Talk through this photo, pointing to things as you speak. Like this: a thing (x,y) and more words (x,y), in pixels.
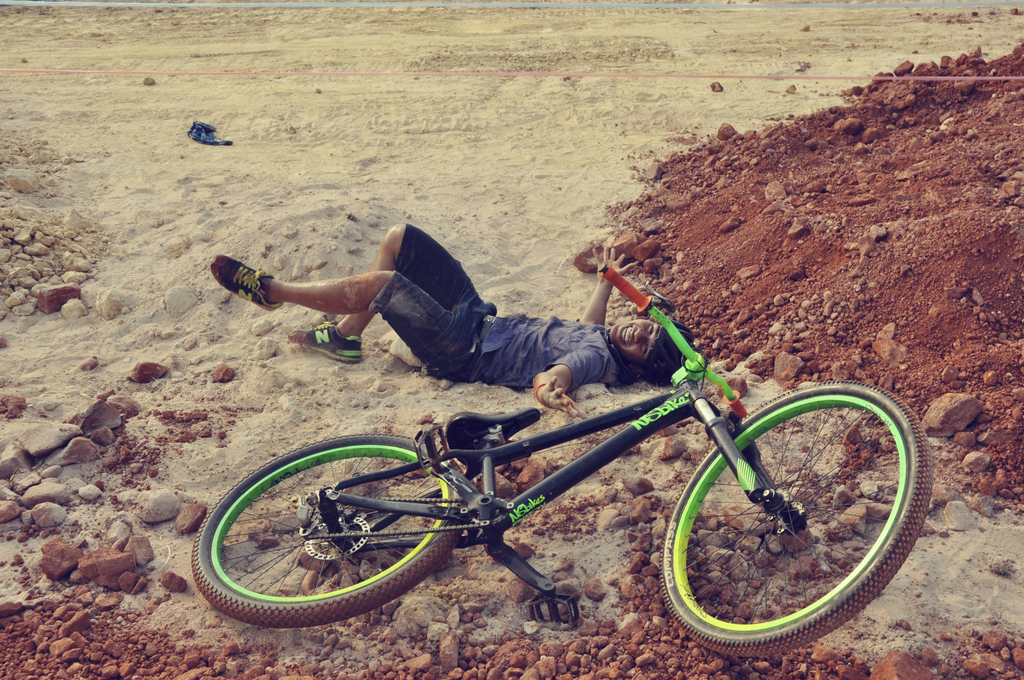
In this picture I can see a man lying on the sand (488,178). I can see stones (72,654) and a bicycle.
